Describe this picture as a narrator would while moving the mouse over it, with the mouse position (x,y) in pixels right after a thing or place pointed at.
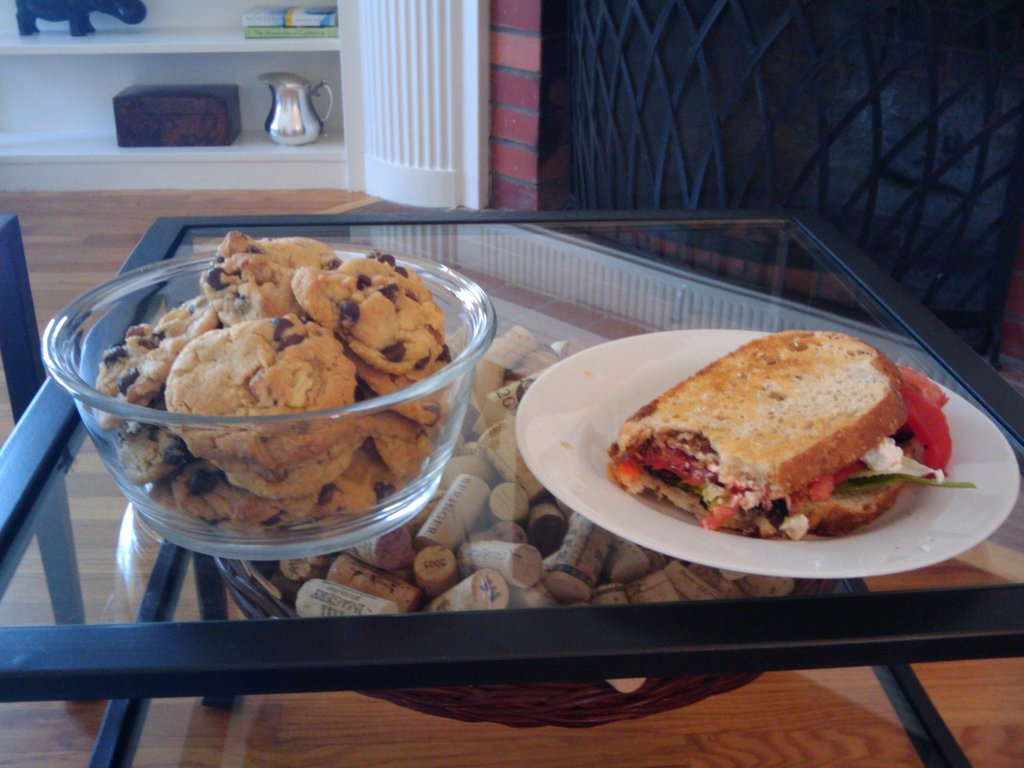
In the foreground of this image (586,442), there is a table (532,262) on which cookies (340,429) in a bowl (391,427) and sandwich (755,490) in a plate (720,555) is placed. In the background (288,119), there are jar (277,104), box (190,111), books (291,20) and a toy (83,21) in the shelf (78,86).
